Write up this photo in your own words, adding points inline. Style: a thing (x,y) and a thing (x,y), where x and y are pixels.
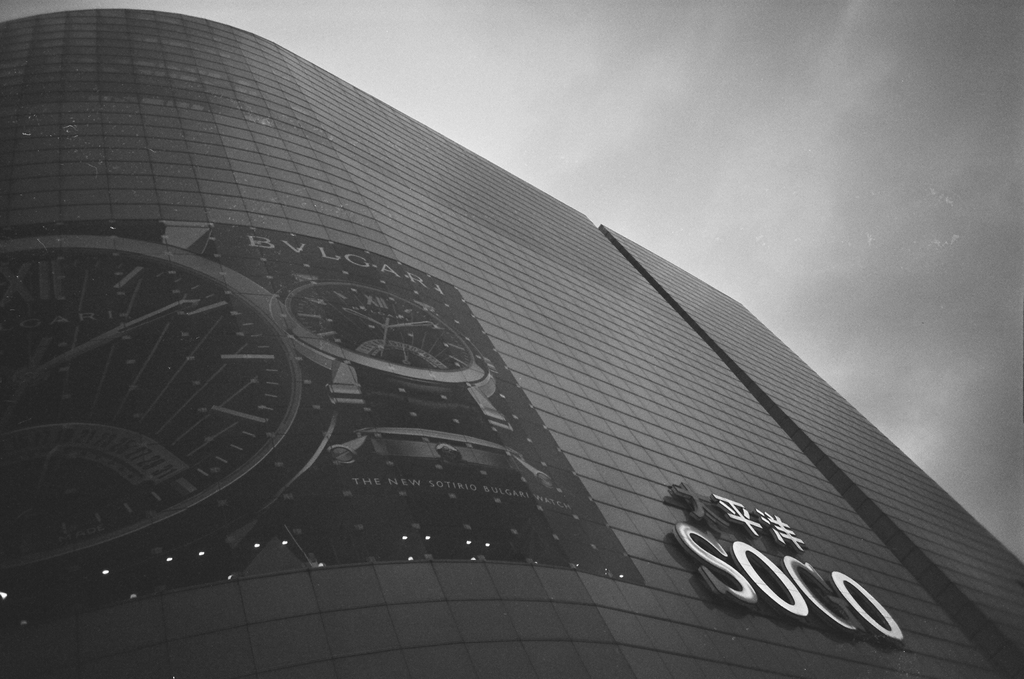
It looks like a black and white picture. We can see a building (680,474) and on the building (770,527) it is written something and behind the building (633,246) there is a cloudy sky (712,212).
